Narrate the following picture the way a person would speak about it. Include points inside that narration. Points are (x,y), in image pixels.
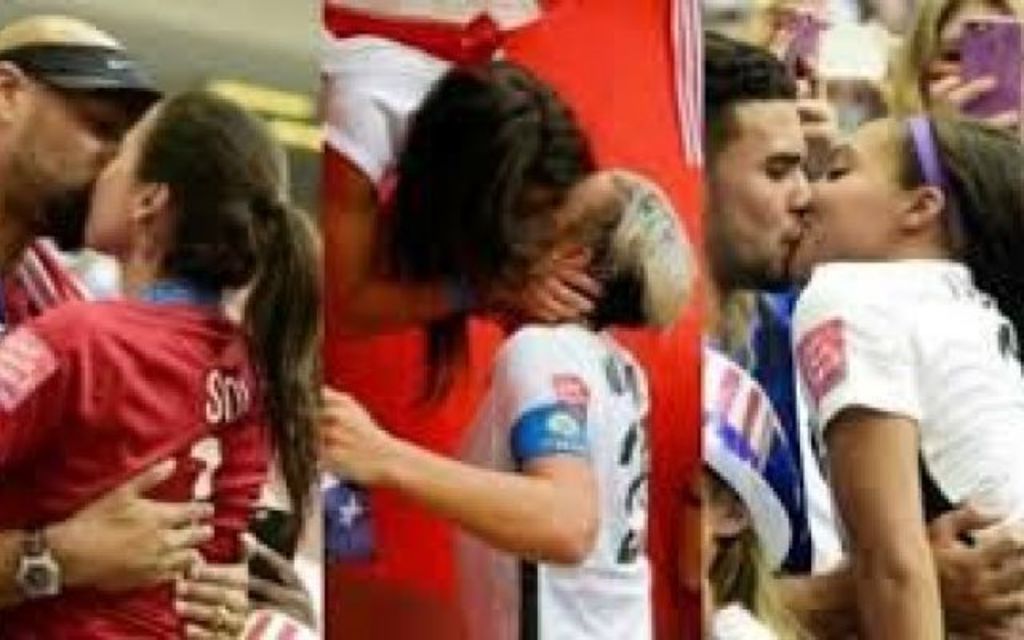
This is a collage image and here we can see people (873,214) kissing each other and there is a person (927,49) holding a mobile (967,60).
